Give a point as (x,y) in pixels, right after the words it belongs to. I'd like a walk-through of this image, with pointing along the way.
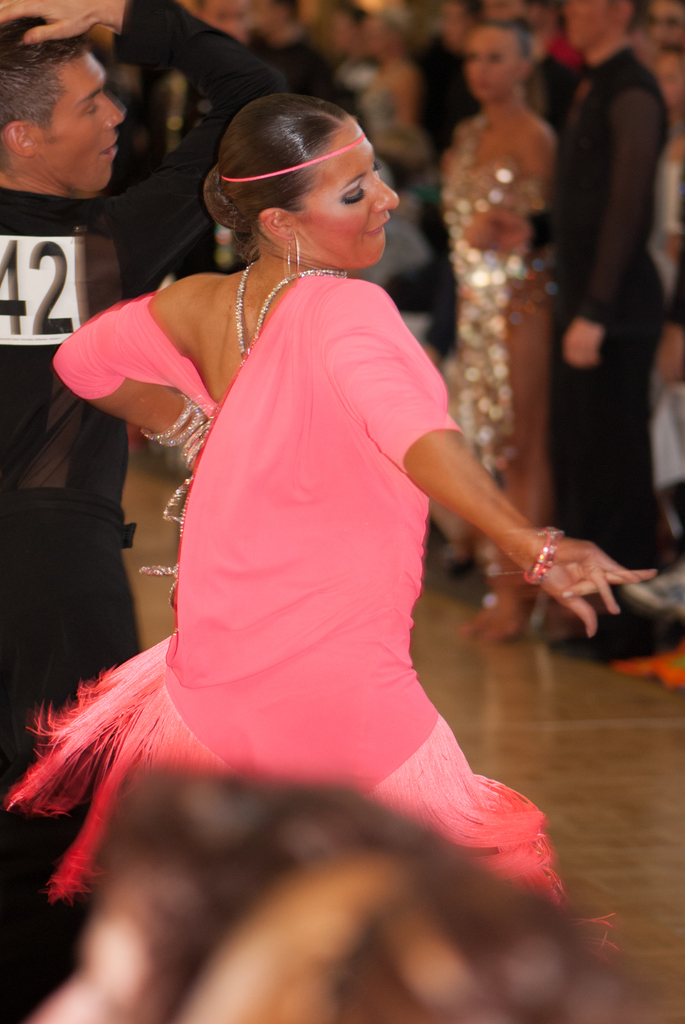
In this picture I can see a man (25,167) and a woman (208,389) dancing, and in the background (490,333) there are group of people (490,333) standing.
